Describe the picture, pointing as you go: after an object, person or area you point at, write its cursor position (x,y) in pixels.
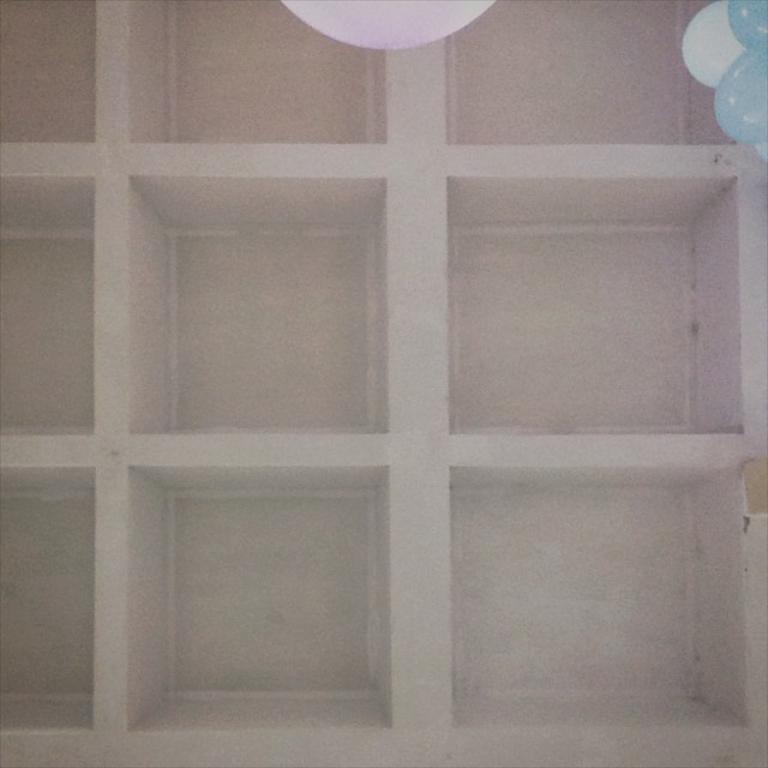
In this image there are empty shelves (404,391). On top of the image (740,105) there are balloons (765,79).
